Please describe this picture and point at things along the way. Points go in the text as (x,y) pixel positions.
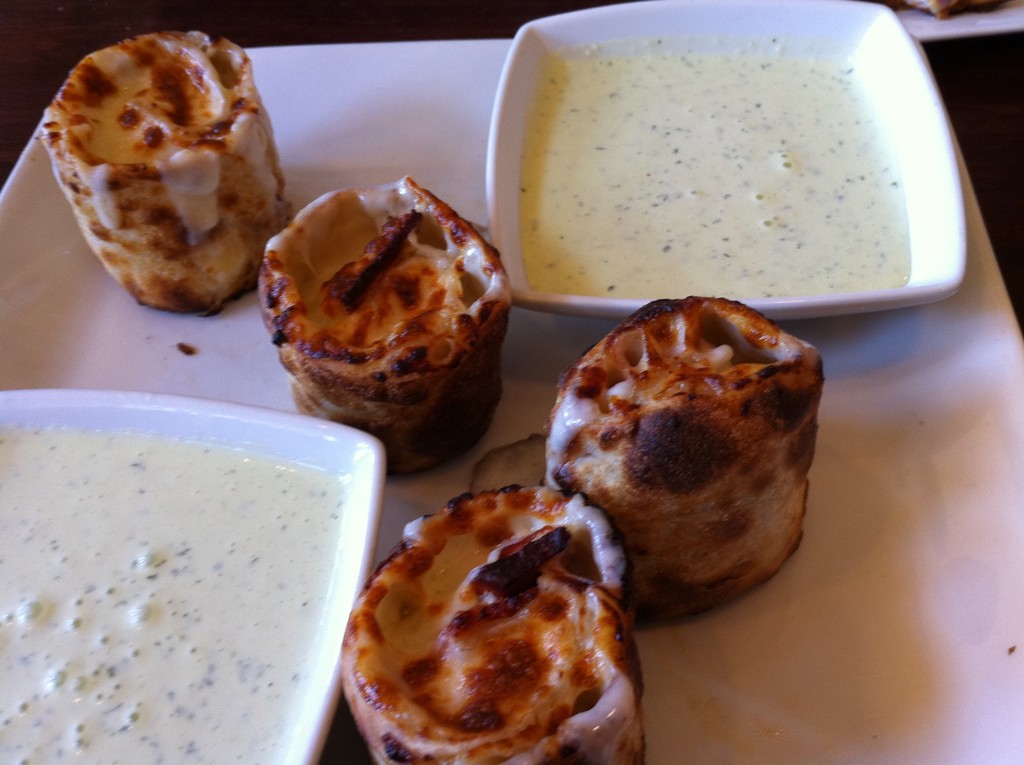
In the image there is a plate (805,726) with two cups (888,44) of sauce (206,534) and food (609,507) in it.
